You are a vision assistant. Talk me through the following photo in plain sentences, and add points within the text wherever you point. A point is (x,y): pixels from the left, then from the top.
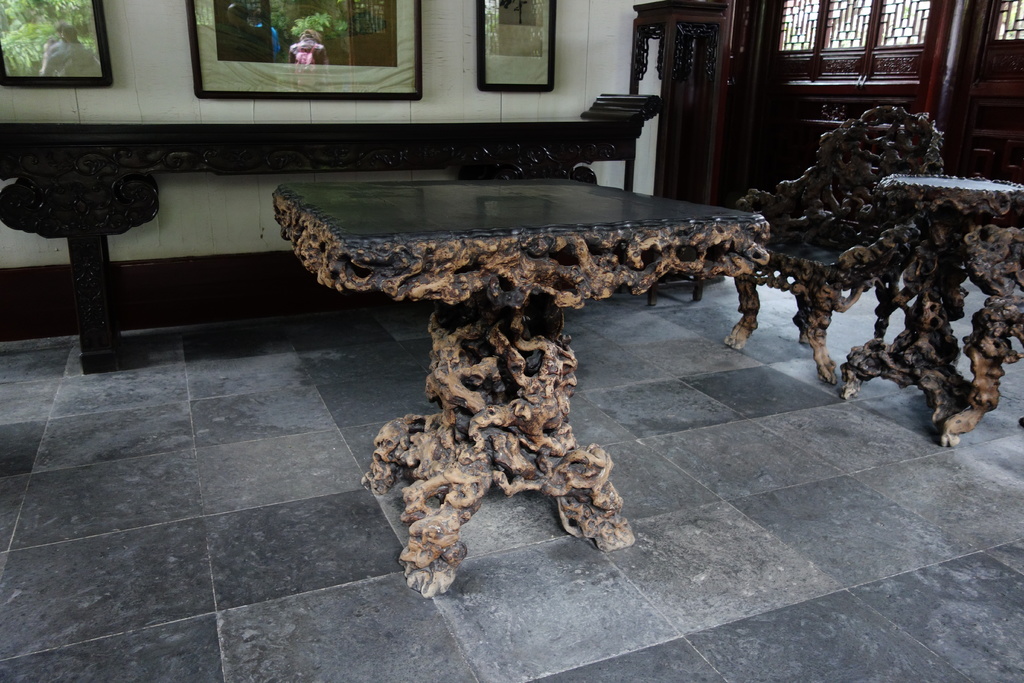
In this picture I can see few tables (553,368) and a chair (849,287) and I can see few photo frames (14,76), I can see reflection (84,67) of few people (303,36) standing on the photo frames (227,51).
